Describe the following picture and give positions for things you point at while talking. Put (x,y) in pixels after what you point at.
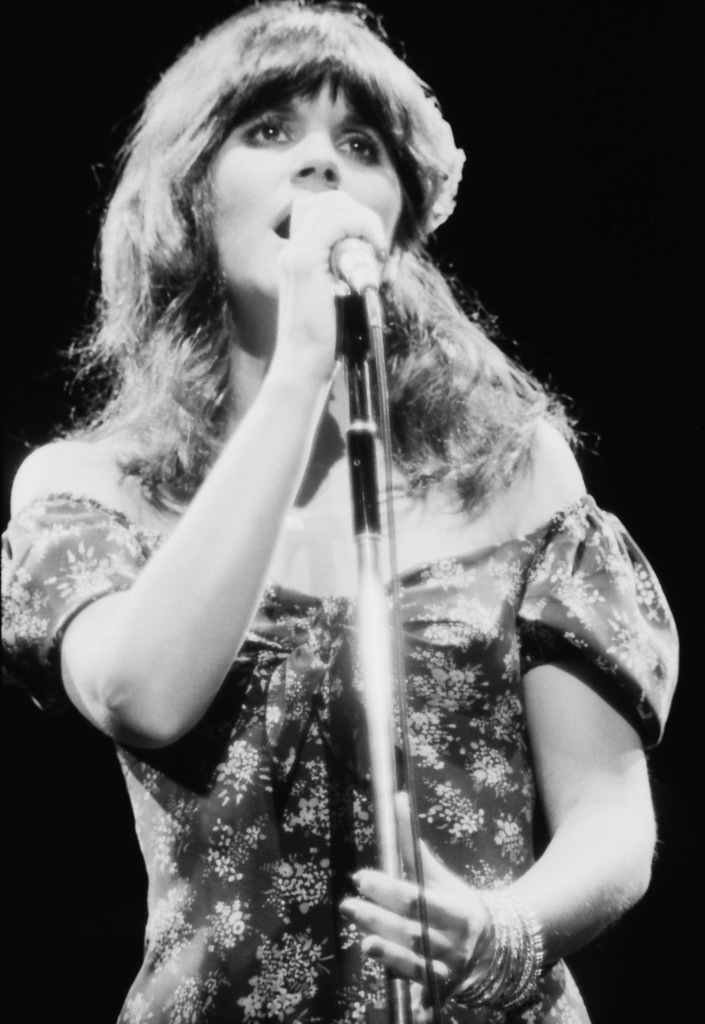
In the foreground of this image (304,185) we can see a woman (226,577) standing, holding a microphone (349,246) which is attached to the metal stand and seems to be singing. The background of the image (39,908) is very dark.
